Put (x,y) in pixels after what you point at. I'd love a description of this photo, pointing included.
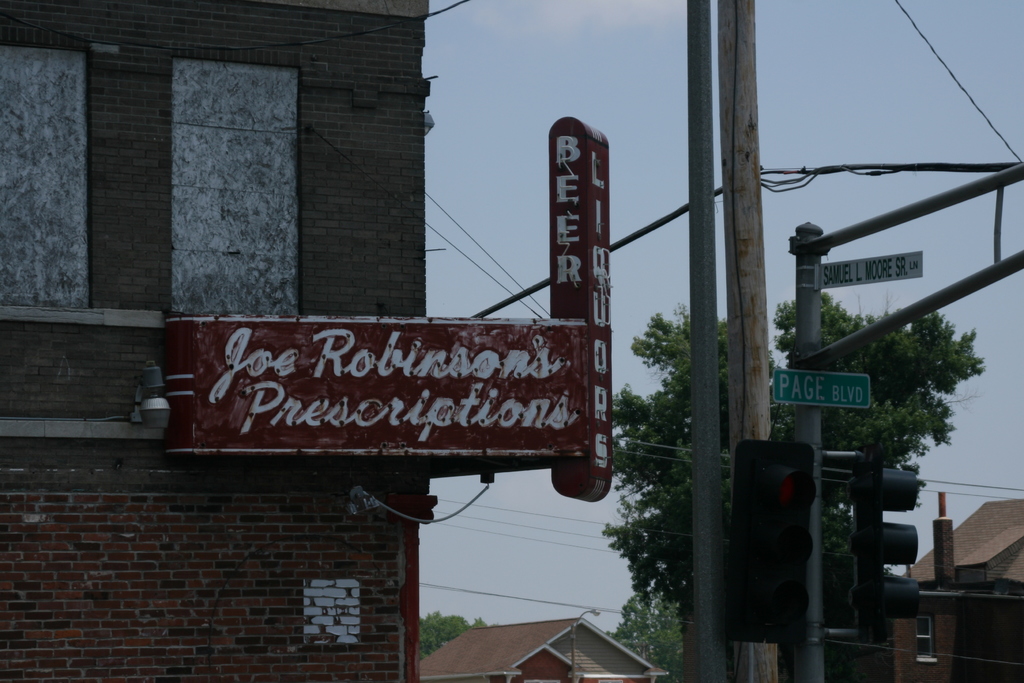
This looks like a building (102,214). This is the name board (327,432) attached to the wall (130,432). I can see the traffic lights (772,511) and address boards (867,277) attached to the poles (744,338). These are the trees (681,600). I think these are the houses (614,652).
